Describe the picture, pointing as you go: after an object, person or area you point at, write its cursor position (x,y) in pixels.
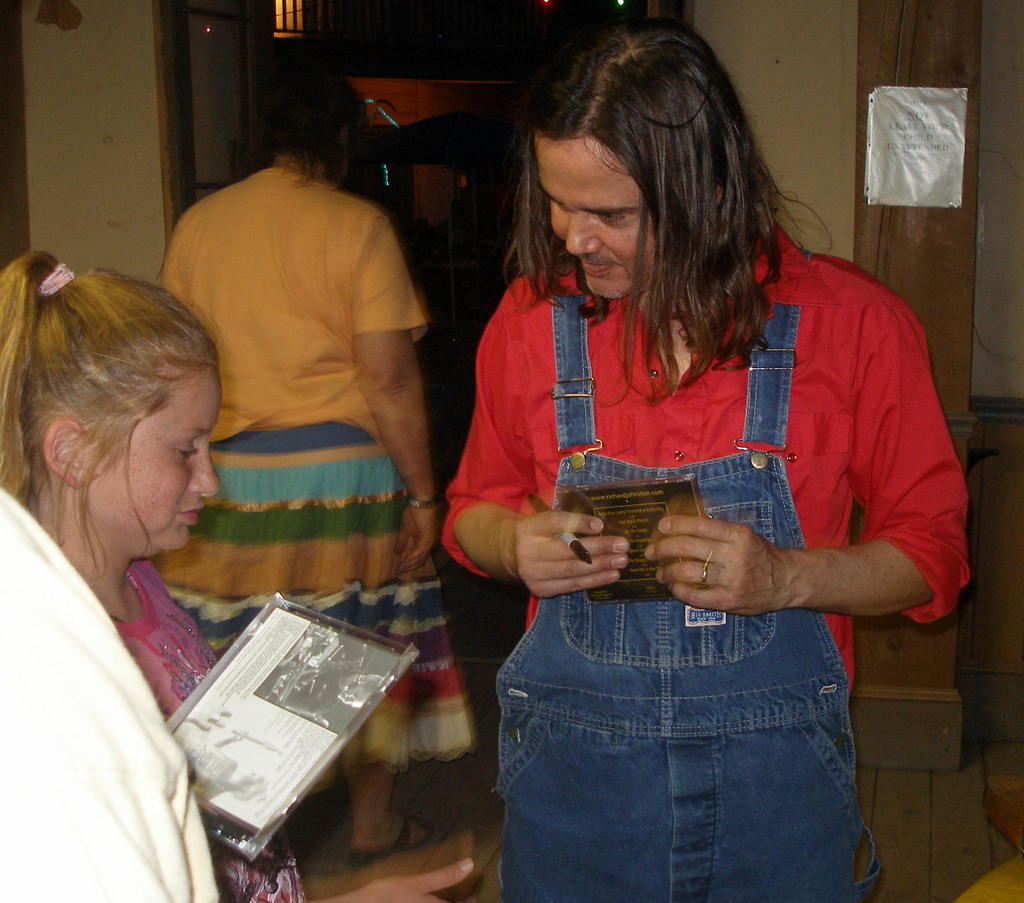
In the image in the center (560,378) we can see three persons (53,335) were standing. And in the front, we can see two persons (573,569) were holding some objects (321,714). In the background (927,59) there is a wall (1000,235), note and few other objects (922,80).
